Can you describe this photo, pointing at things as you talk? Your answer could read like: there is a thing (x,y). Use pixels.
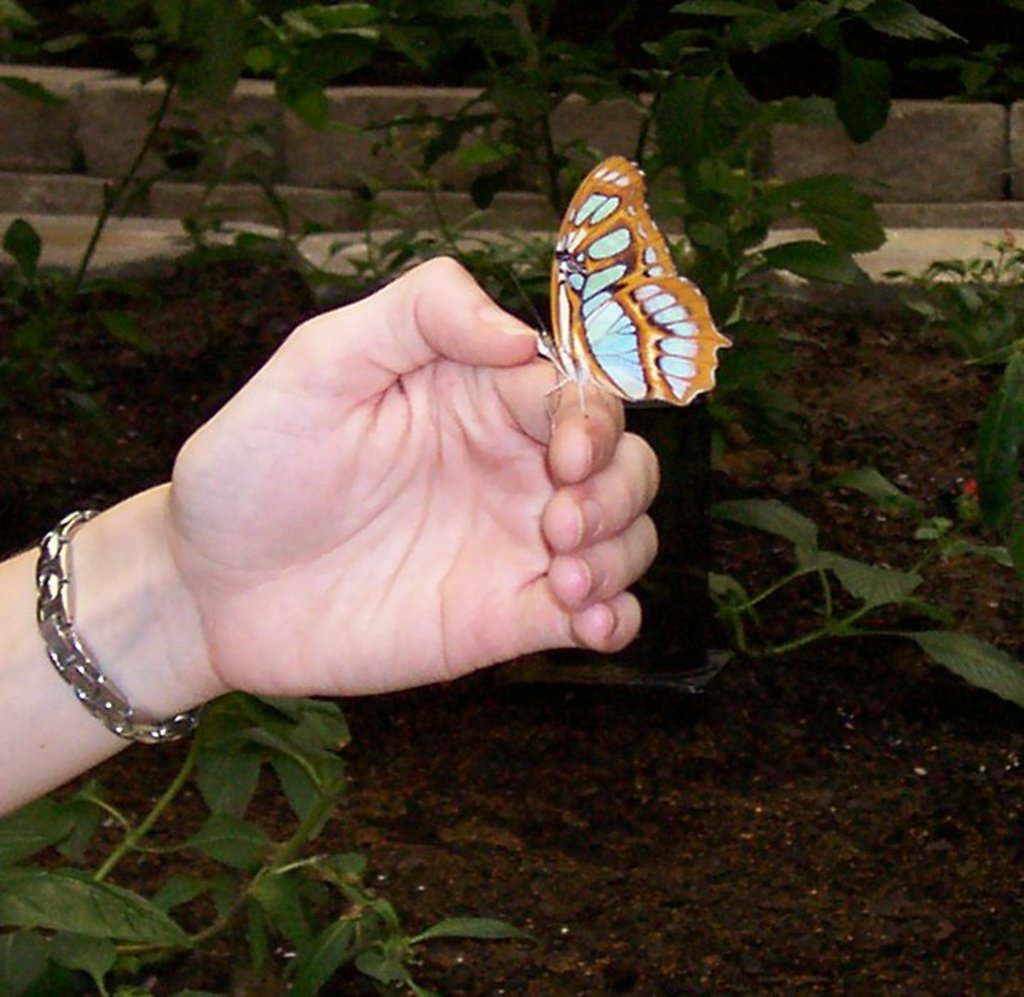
In this image we can see the hand (371,364) of a person (422,623) on the left side (323,430). Here we can see the butterfly (582,265) on the finger (539,388). Here we can see the bracelet (118,705). In the background (271,849), we can see small plants (276,848) and green leaves (268,849).
